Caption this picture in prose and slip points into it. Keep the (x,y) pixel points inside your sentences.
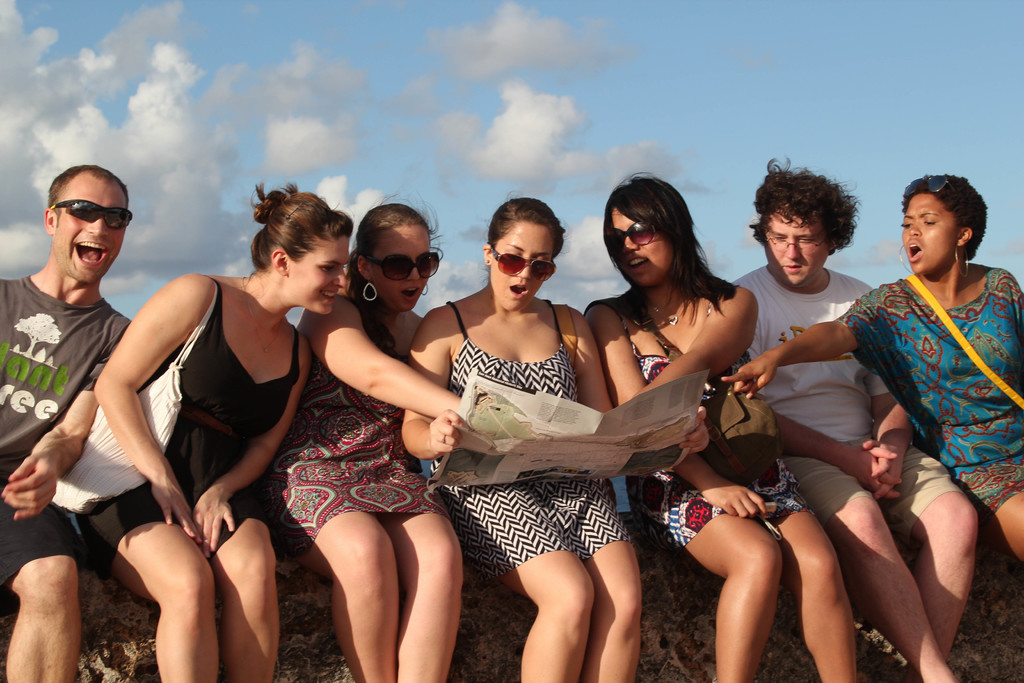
In this image I see 5 women (996,351) and 2 men (47,321) who are sitting and I see that this woman (422,421) is holding the paper (564,401) and I see that these both of them are smiling. In the background (401,111) I see the sky (698,122) which is of blue and white in color and I see that it is a bit cloudy.
